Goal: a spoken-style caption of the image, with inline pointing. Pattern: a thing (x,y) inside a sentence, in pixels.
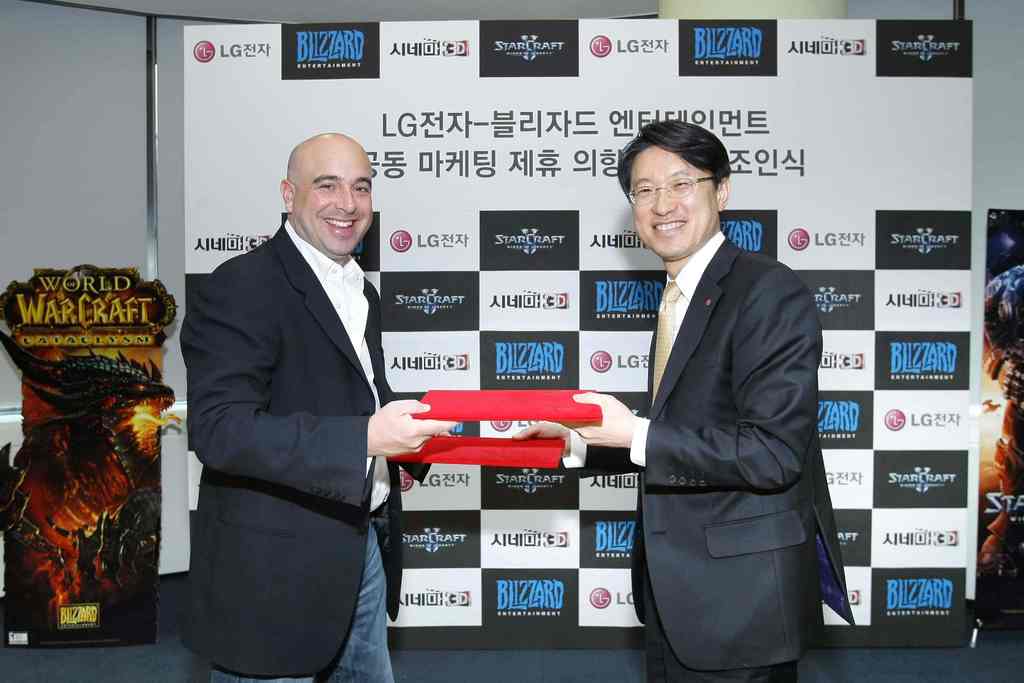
In this picture, we see two men (659,342) are standing. Both of them are smiling and they are holding the red color things (515,464) in their hands (372,427). Behind them, we see a board (534,481) in white and black color with some text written on it. On the left side (143,306), we see a board (160,488) with some text (81,301) written on it. In the background (26,232), we see a white wall (173,32) or a white board (64,97).
